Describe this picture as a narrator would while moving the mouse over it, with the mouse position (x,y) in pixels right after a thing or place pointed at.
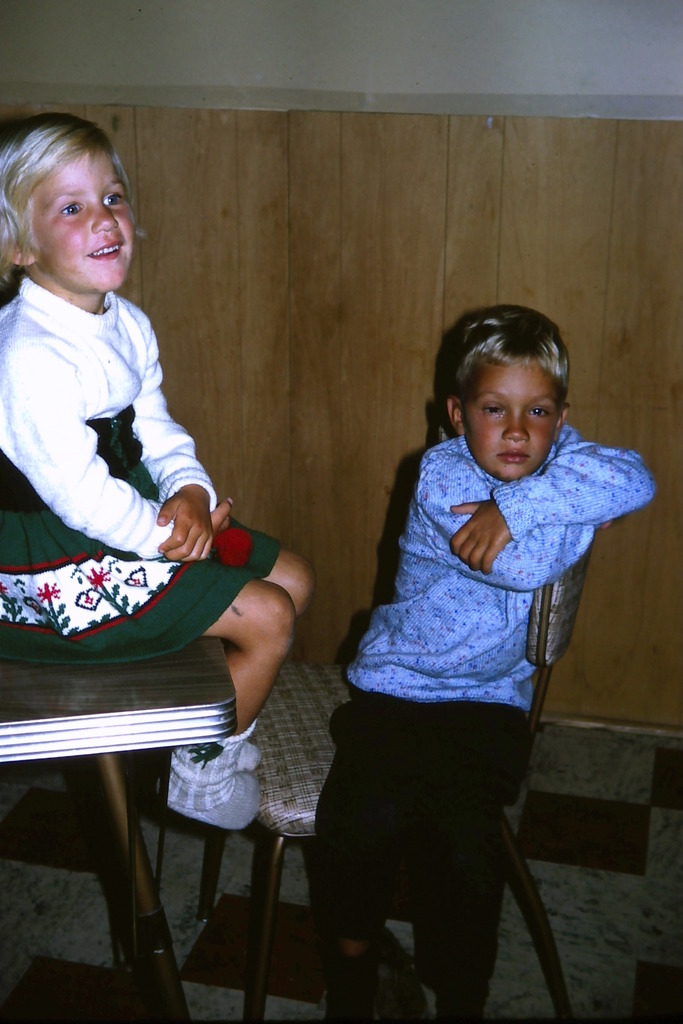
In this picture we have two children (424,851), one girl (10,140) and a boy (448,544) sitting on the chair (330,679).
